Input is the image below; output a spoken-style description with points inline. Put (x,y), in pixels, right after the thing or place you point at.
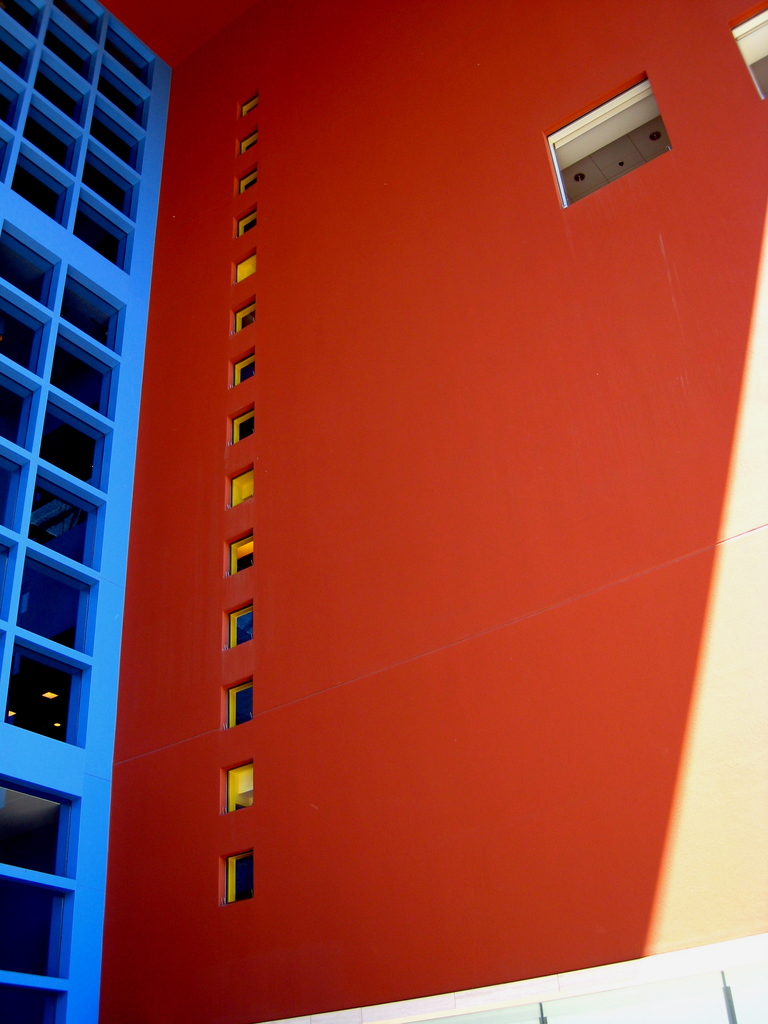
In the picture there is a tall wall (433,604) painted in orange color, it has many windows (249,368) and on the left side (54,856) there is a blue color wall construction (21,100) with square blocks (68,337).
